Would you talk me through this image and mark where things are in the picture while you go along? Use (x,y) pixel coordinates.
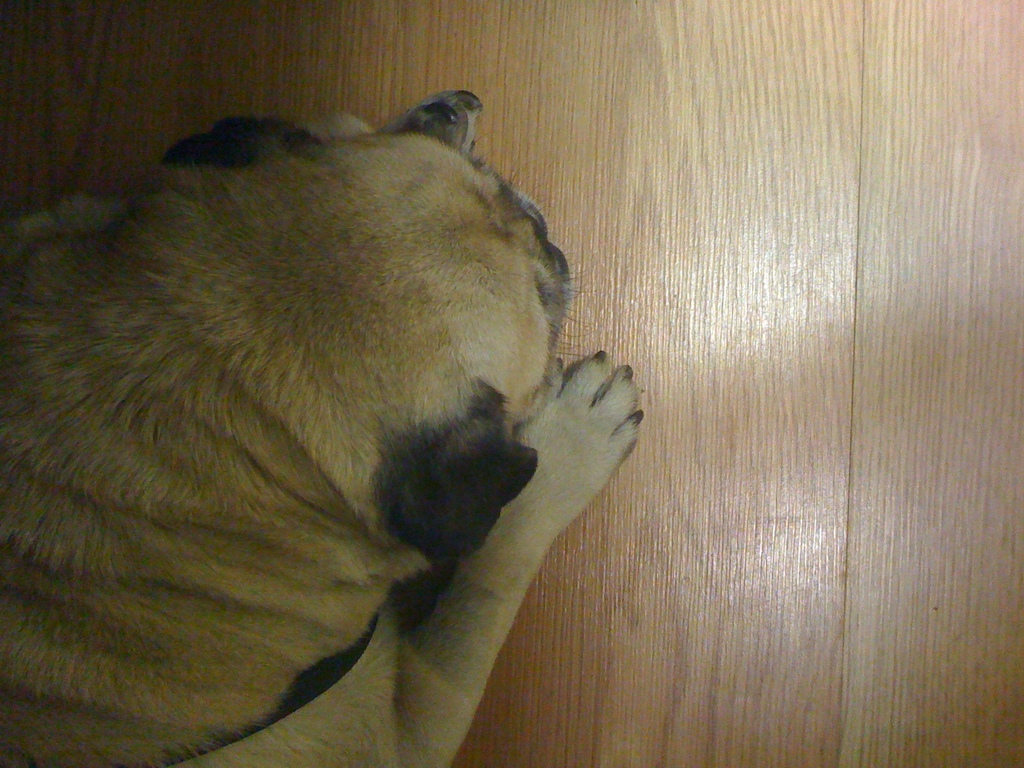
In this image, we can see a dog (395,289) on wooden surface (761,392).
